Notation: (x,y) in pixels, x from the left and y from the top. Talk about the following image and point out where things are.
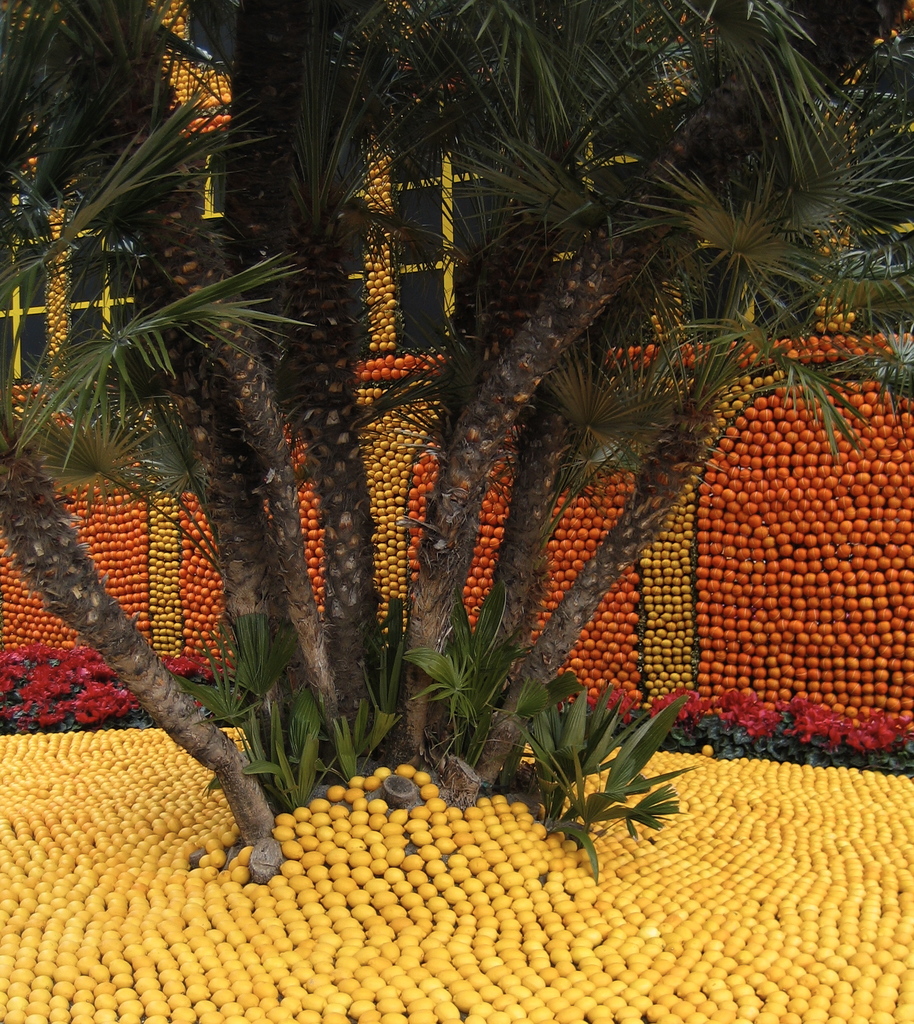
There is group of trees (607,561) and plants (297,707) on the ground (521,782). Around them, there are yellow color lemons (428,968) arranged on the ground (542,1001). In the background (825,497), there is a wall (707,514). Which is decorated with different colors fruits (881,482). And building (422,257) which is having glass windows (410,236) and decorated with fruits (803,552).
